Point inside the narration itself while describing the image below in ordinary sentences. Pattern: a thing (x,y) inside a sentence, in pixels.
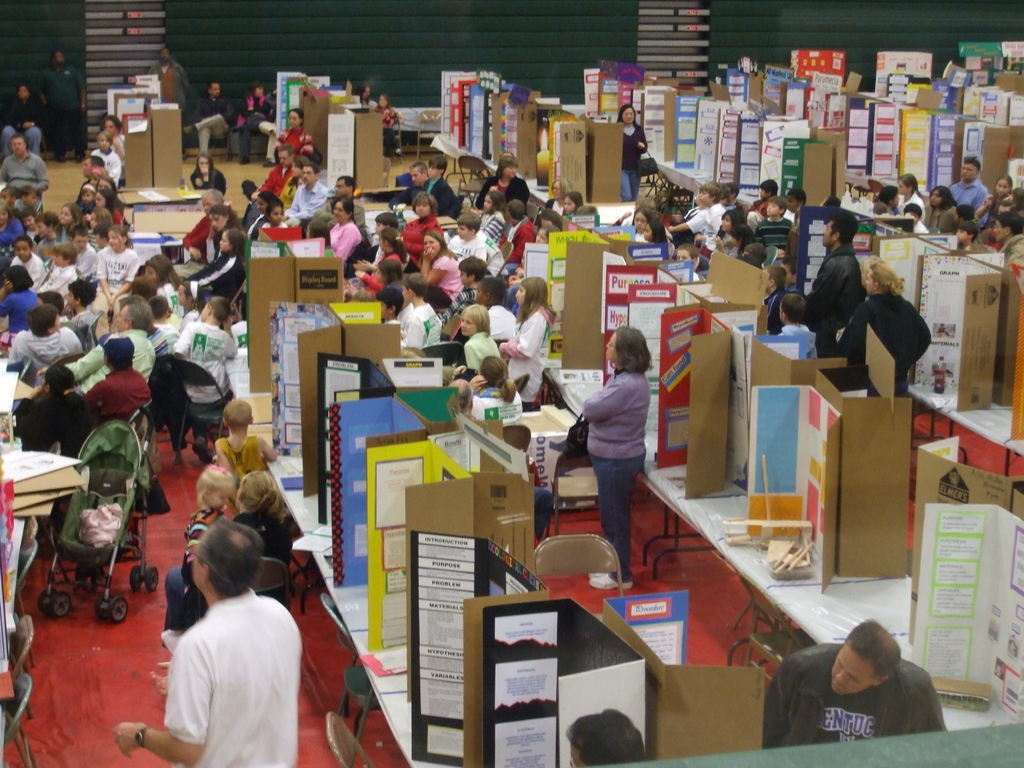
Here in this picture we can see number of people (107,265) sitting on chairs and standing on the floor (156,441) and we can also see number of tables (165,200) present, on which we can see card boards (668,403) that are pasted with some posters (413,382) and colored present over there and on the left side (109,473) we can also see a baby stroller (107,480) present.
